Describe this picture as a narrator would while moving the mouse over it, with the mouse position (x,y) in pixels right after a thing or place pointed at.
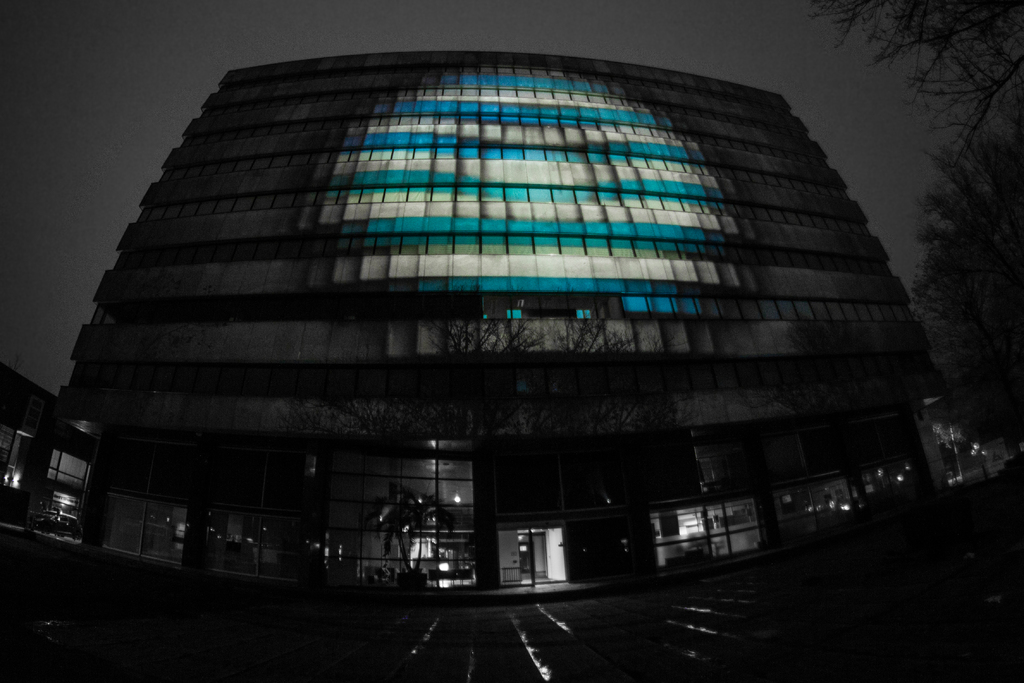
In this image, we can see a building (629,252) and we can see trees (946,324) on the right side (945,161). At the top (317,21) we can see the sky (311,16).
